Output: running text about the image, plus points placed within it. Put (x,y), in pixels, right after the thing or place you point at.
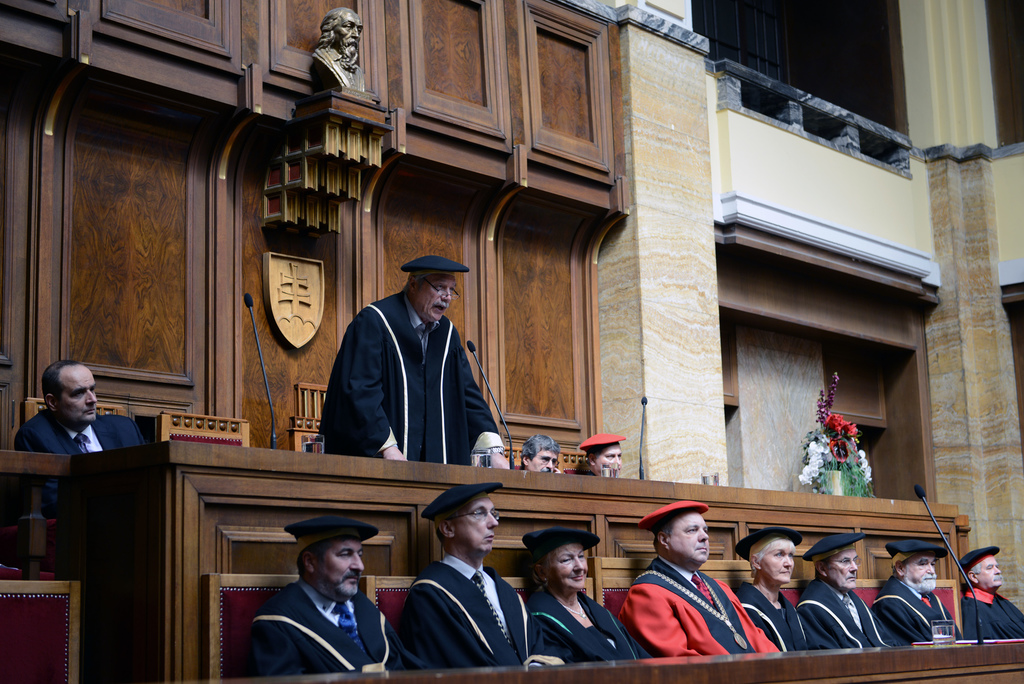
In this picture there is a person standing and talking and there are group of people (572,585) sitting and there are microphones (263,361) and glasses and there is a flower vase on the table (596,510). At the back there is a sculpture (342,7) on the wall (274,344). At the top right (728,63) it looks like a railing (759,72).
